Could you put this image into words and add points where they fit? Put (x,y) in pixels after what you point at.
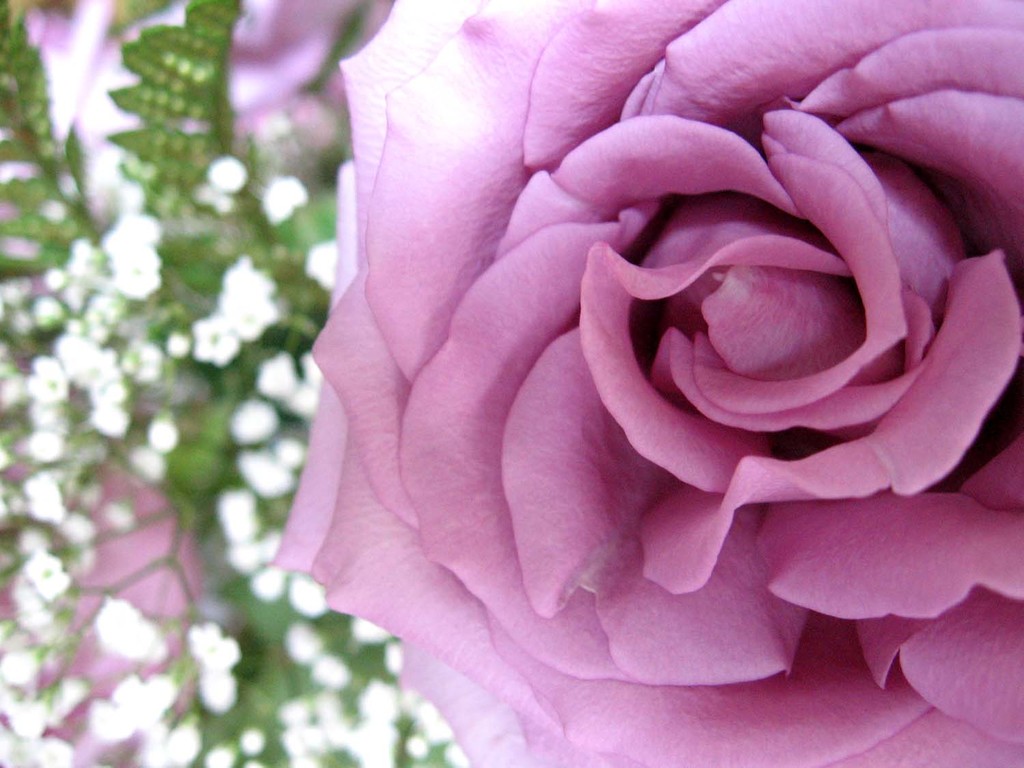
In this image I can see the flower (485,331) which is in pink color. To the left (97,378) there are many white color flowers (71,356) to the plant (116,353).
